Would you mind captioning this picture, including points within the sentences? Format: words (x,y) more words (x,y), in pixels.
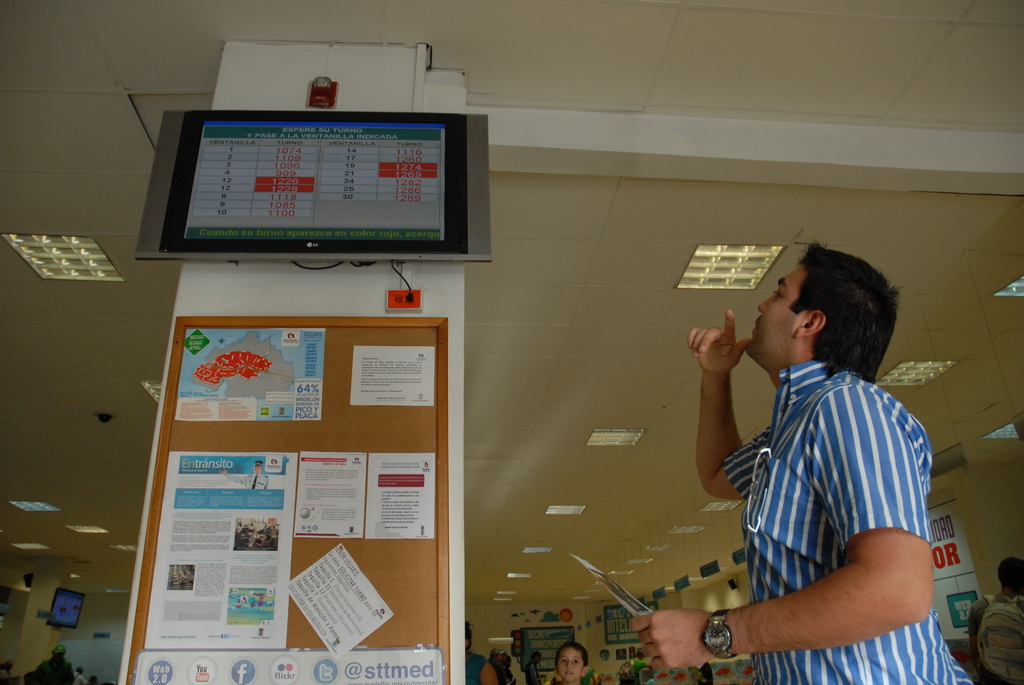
In this image I can see a person (826,473) wearing blue and white shirt (830,463) and watch (727,620) is standing and holding a paper (604,584) in his hand (676,633). In the background (566,662) I can see few other persons (487,682) standing, a pillar (280,304), a television (286,237) and a board (270,438) attached to the pillar (262,298), few pieces of papers (248,562) attached to the board (304,436), the ceiling (513,358) and few lights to the ceiling (536,485).
